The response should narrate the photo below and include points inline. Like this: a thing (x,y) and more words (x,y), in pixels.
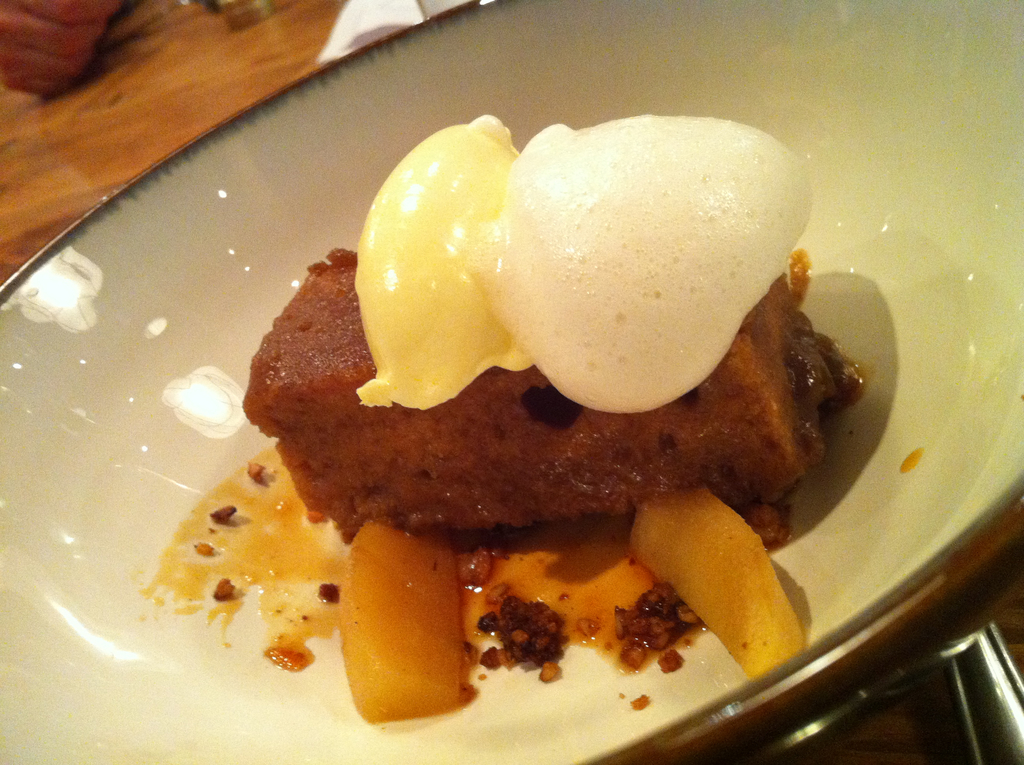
In this picture I can observe some food (579,416) in the white color plate (163,319). The food (372,655) is in cream, white and brown colors. This plate (224,264) is placed on the brown color table (132,90).
